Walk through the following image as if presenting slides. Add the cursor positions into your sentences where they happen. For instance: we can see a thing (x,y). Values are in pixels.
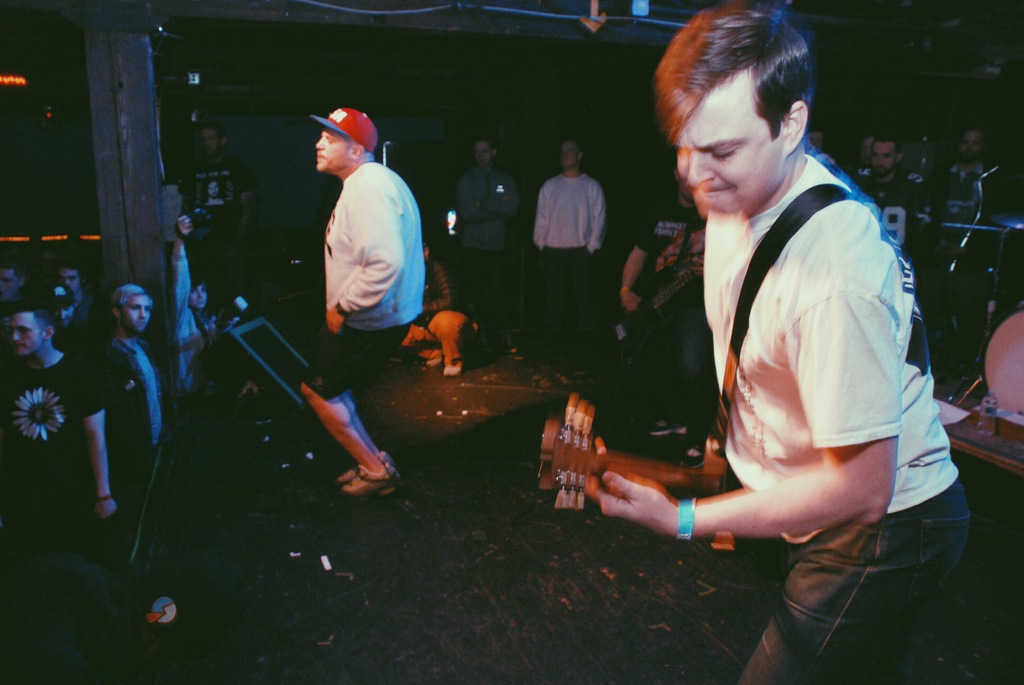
This image is clicked in the room (237,446). There are many people (786,183) in this image. In the front (355,251), there is a man (349,376) wearing white shirt (390,299) and red cap (376,142) is dancing. To the right (820,397), the man (804,539) wearing white t-shirt (836,356) is playing guitar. In the background (979,289), there is a band (957,209) and wall (249,46) along with pillar (155,163). At the bottom (420,597), there is a floor (430,600).
